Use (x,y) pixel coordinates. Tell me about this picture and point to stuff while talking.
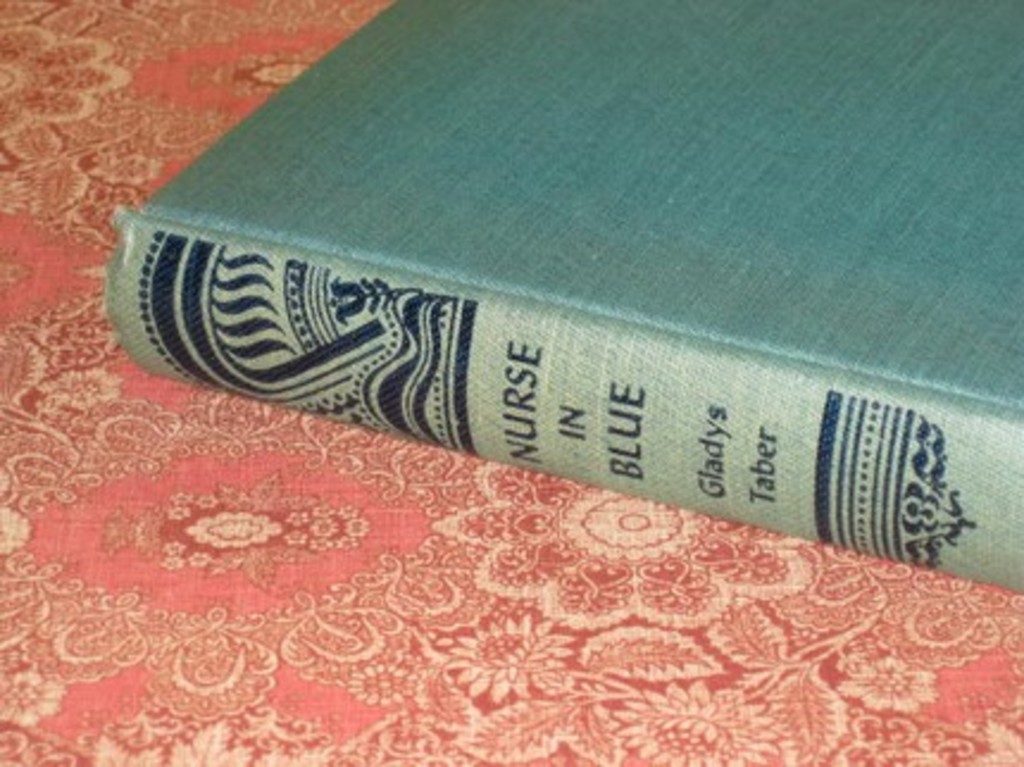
In this image I can see the book (398,387) on the red color sheet (226,522). The book (358,133) is in green color and the name nurse (574,410) in blue is written on the book (539,312).
